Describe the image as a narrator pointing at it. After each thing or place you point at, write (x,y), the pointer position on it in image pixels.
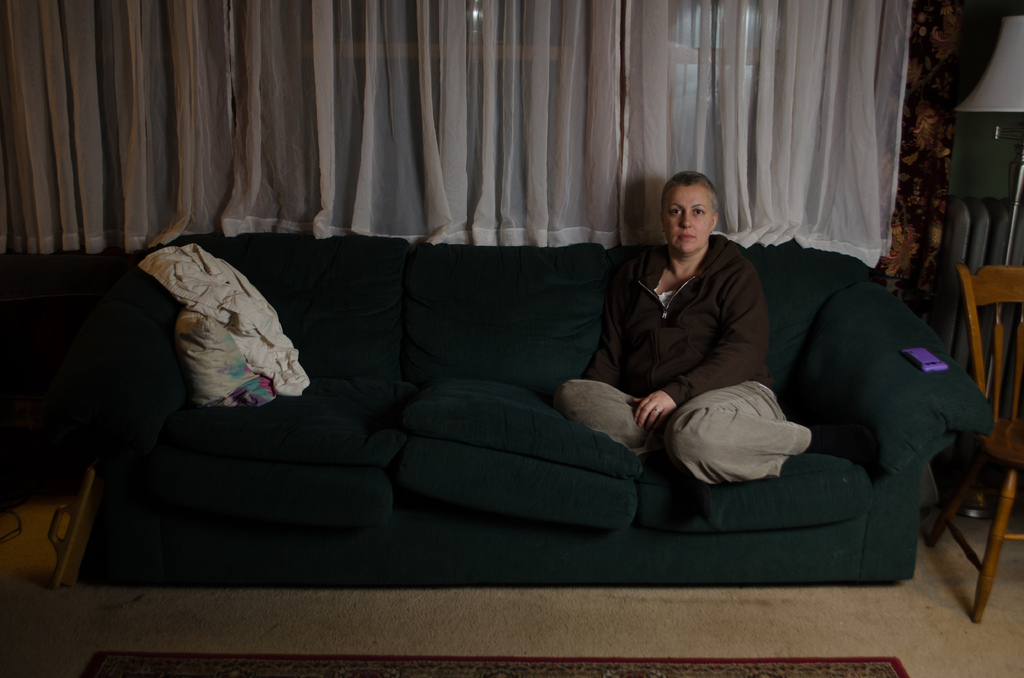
This is a picture of a person (688,390) wearing brown jacket (677,379) and sitting on the Sofa (530,502) which is dark green in color and beside her there is a chair (998,333) and behind her there is a curtain (191,145).
